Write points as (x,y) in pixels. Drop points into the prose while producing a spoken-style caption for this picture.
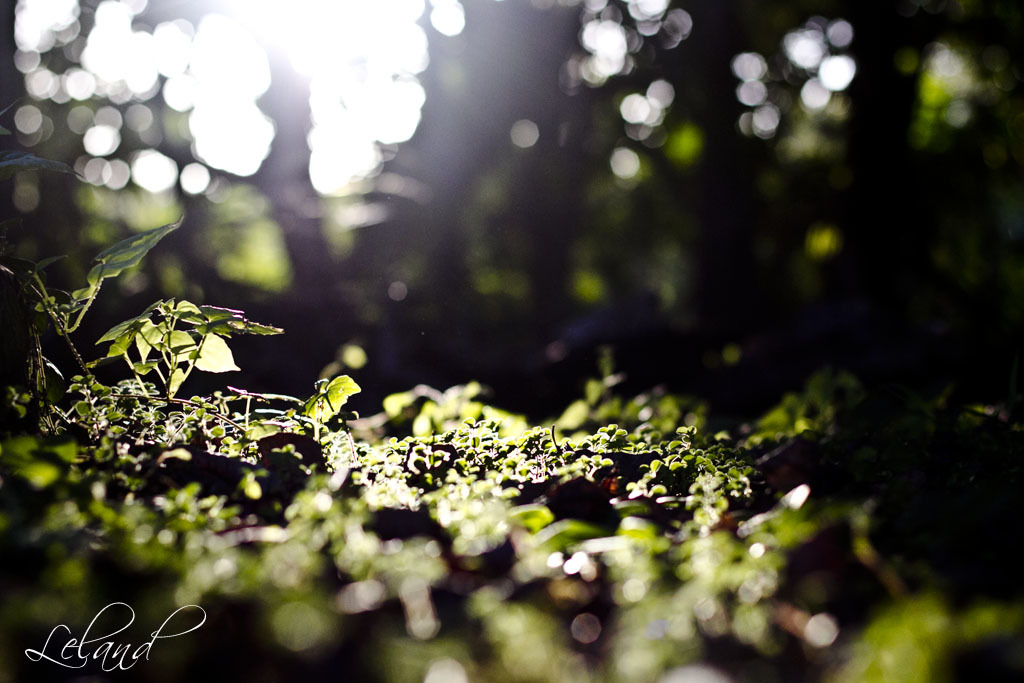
This is the picture of a place where we have some plants (474,396).
